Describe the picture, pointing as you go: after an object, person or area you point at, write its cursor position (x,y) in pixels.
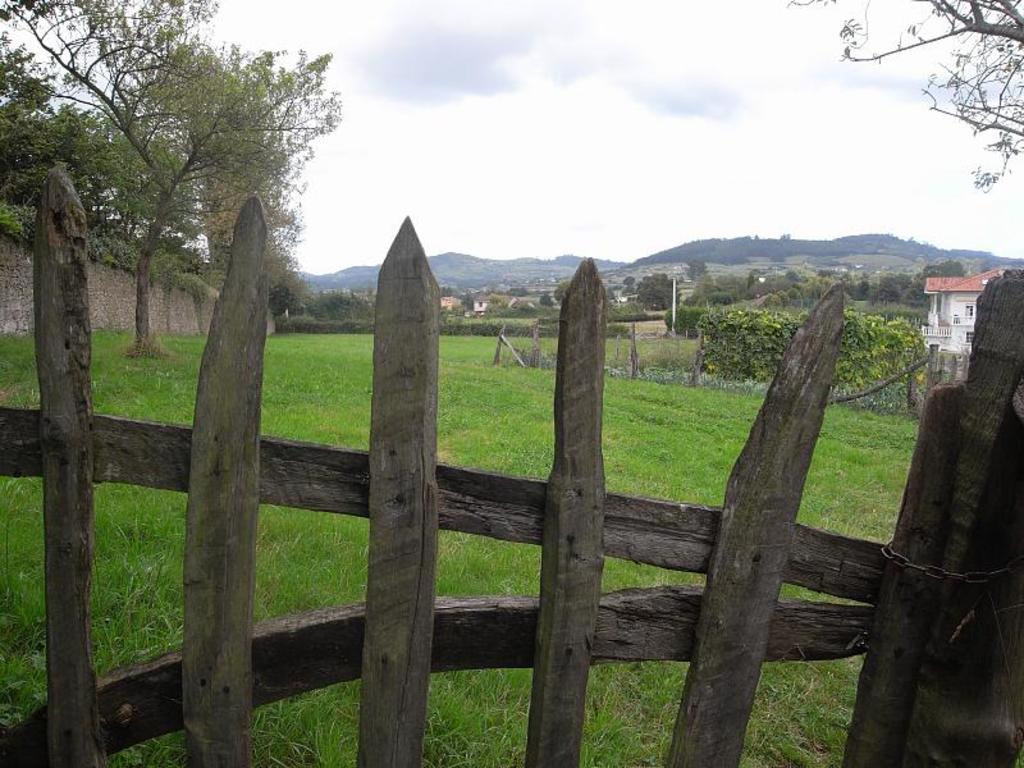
In this image, I can see a wooden fence (485,662) and grass (459,432). In the background (19,302), there are trees (174,229), houses (509,303), hills (643,273), plants (745,311), a wall (17,305) and the sky (618,195).
